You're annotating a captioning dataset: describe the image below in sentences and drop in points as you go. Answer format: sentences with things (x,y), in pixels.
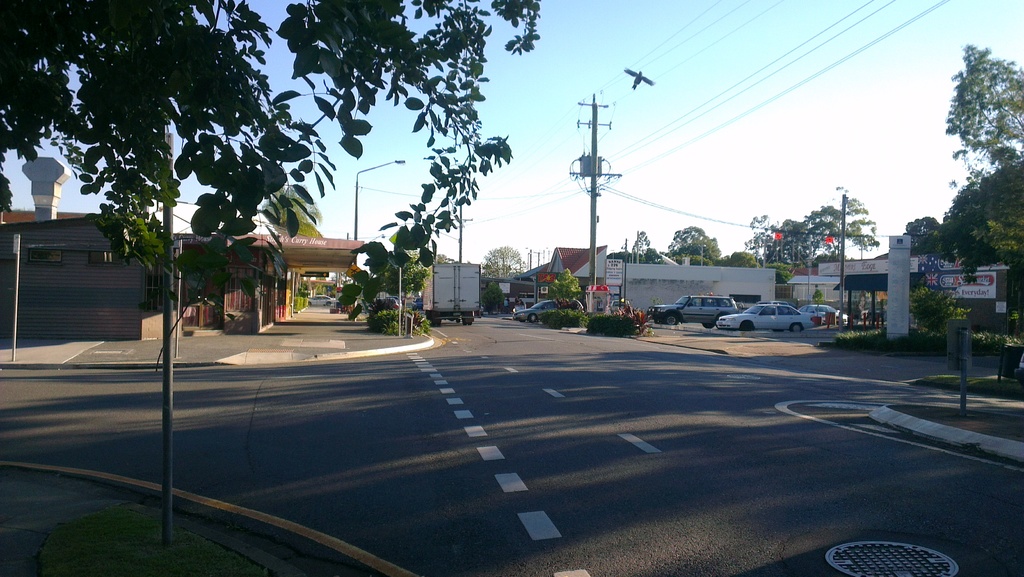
In this image there is a truck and few cars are on the road (606,500). There are few poles (591,239) and plants (390,310) are on the pavement (352,330). A bird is flying in air (626,110). A pole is connected with few wires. There are few buildings (124,270), behind there are few trees (682,254). Top of image (712,101) there is sky (694,154). Left top there are few leaves (15,92). Right bottom there is a manhole (872,557).
